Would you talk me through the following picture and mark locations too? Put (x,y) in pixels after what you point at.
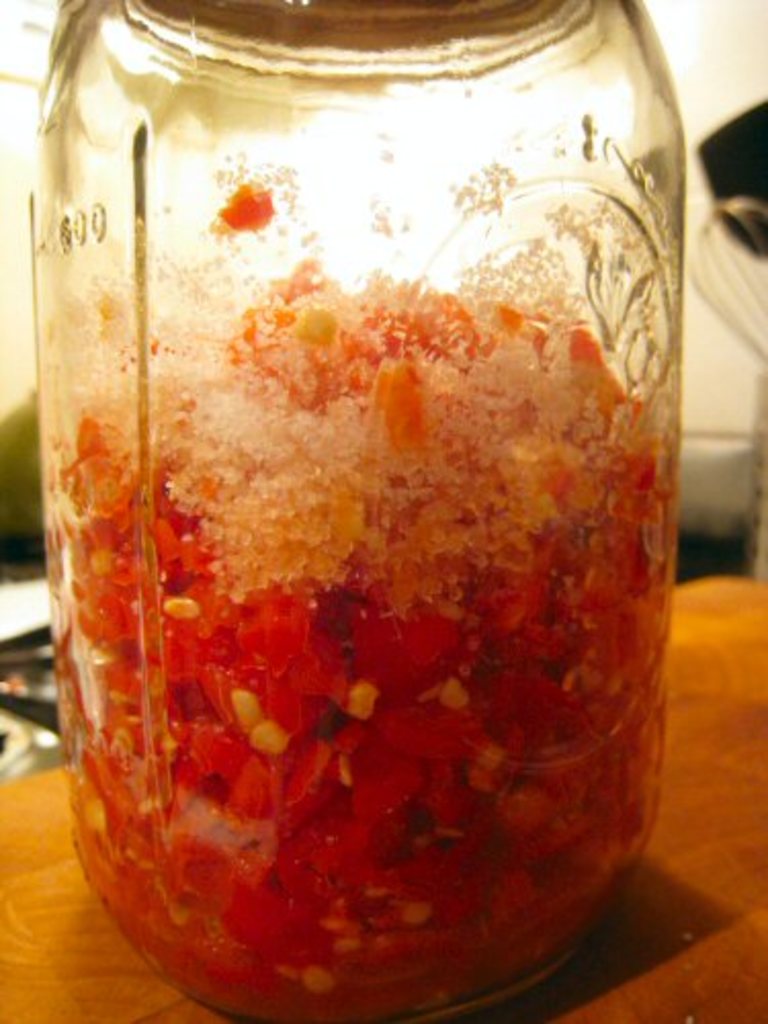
In this picture we can see a few seeds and some food items (273,392) in a jar (97,733). This jar (390,893) is on a wooden surface (4,874). We can see a whisk (745,325) and other objects (766,146) in the background (745,119).
